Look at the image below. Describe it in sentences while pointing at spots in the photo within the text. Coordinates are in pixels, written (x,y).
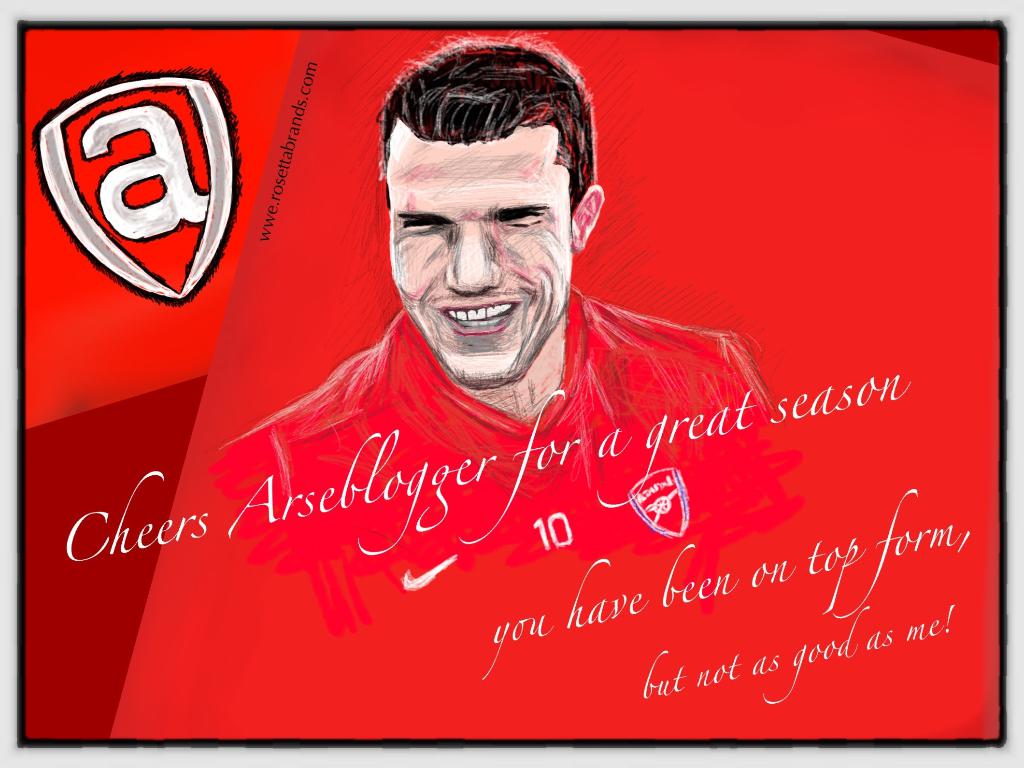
In this picture I can see cartoon image (488,333) of a man (497,450) and I can see text (418,492) at the top left corner (139,218) and bottom of the picture (140,541).
